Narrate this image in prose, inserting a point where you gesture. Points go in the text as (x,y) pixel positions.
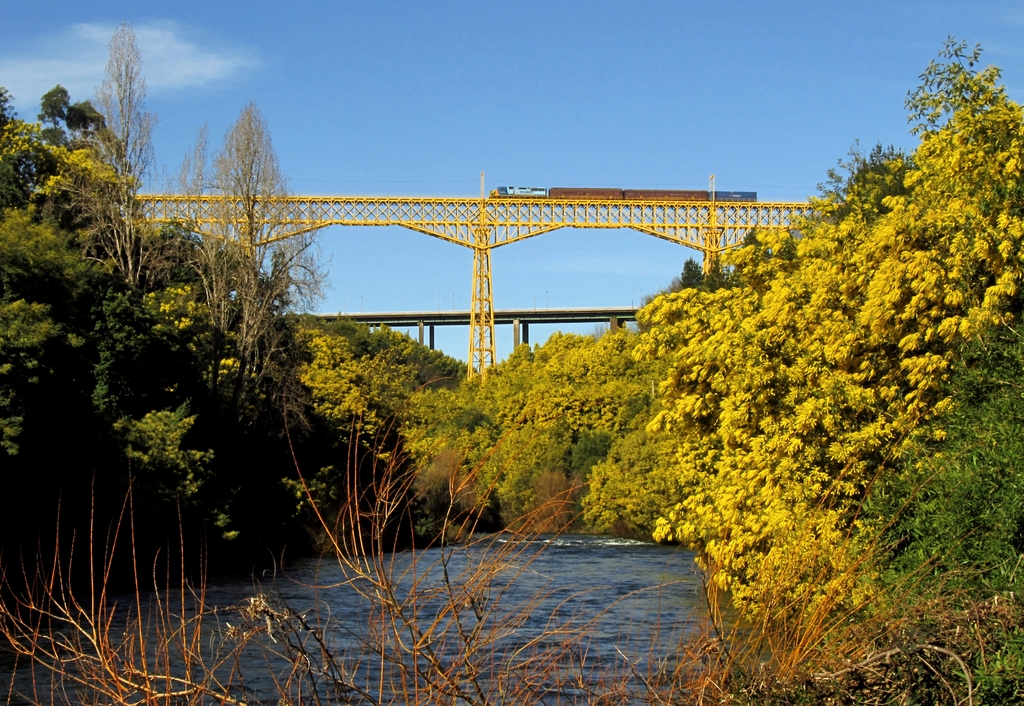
There is water (639,607). Also there are trees (265,196). There is a railway bridge (418,204). On that there is a train (611,194). In the back (535,69) there is another bridge (443,314) and sky (501,306).
